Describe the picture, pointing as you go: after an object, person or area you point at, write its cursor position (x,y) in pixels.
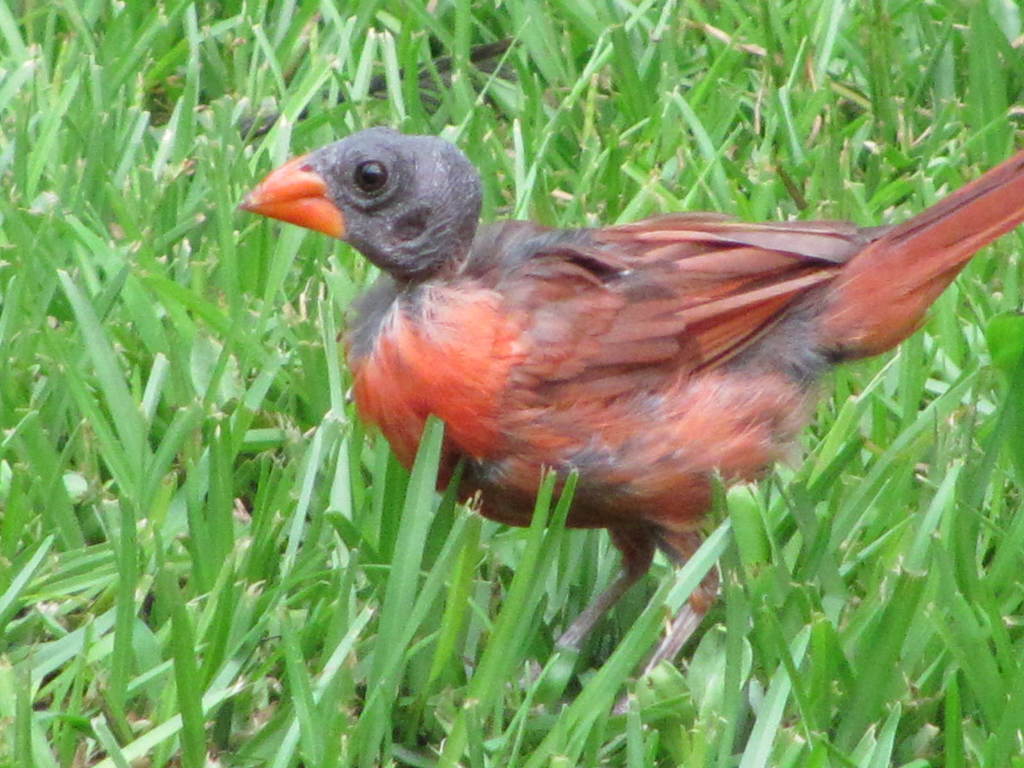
In this picture we can observe a bird (578,333) on the land (597,627). The bird (582,637) is in black and red color. There is some grass (235,287) on the ground (408,541).
